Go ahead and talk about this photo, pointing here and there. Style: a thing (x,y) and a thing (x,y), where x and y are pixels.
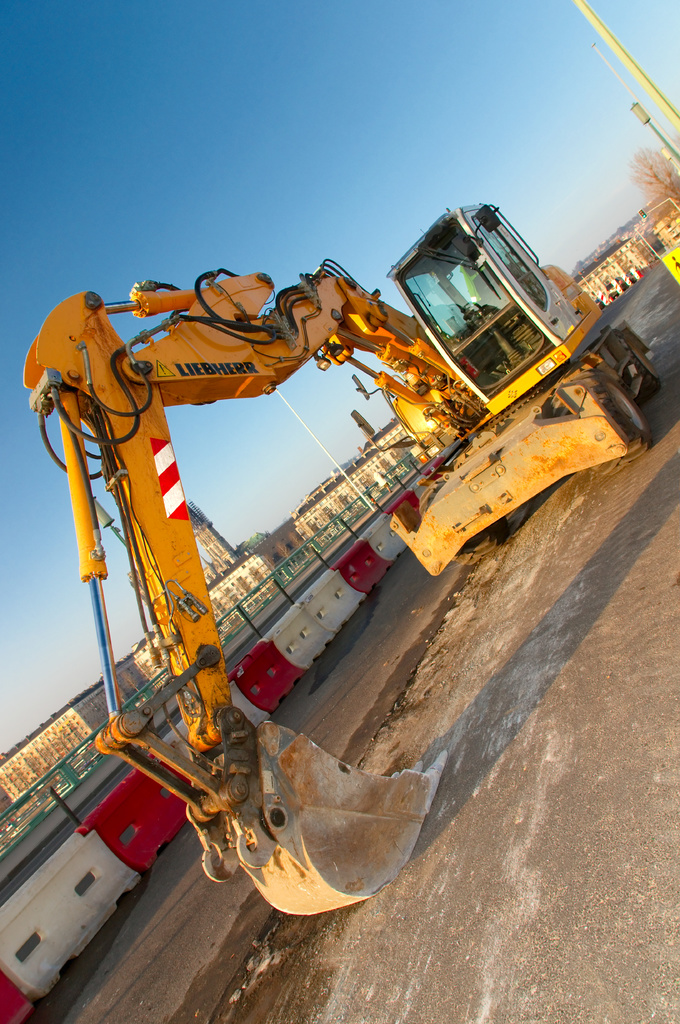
This is an outside view. Here I can see a bulldozer (296,304) on the road (551,834). On the left side (74,859) there is a road barrier (74,884) and railing (281,570). In the background (218,567) there are many buildings (214,601). In the top right (651,119) there are few poles (643,118) and a tree (634,172). At the top of the image (256,122) I can see the sky (262,176).
